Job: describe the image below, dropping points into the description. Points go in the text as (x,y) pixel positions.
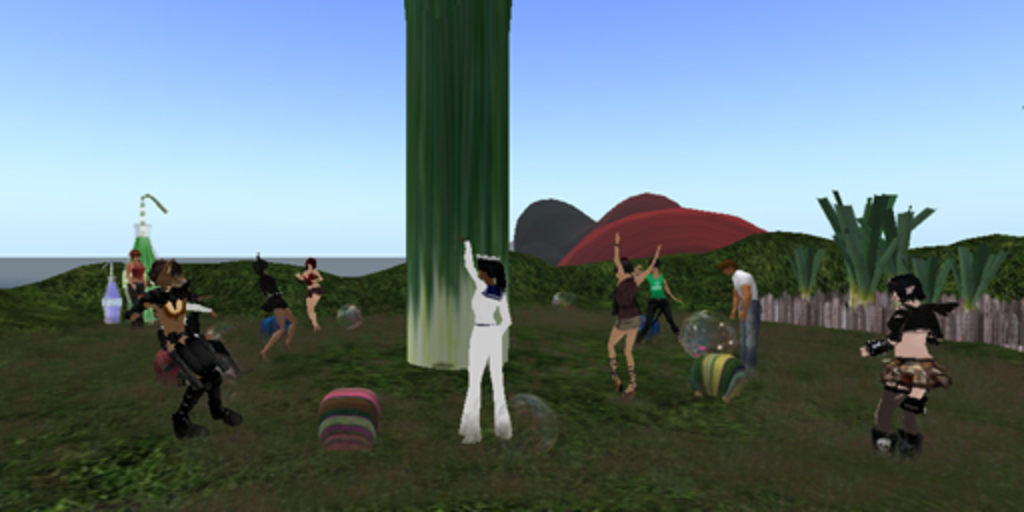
In this image we can see the animated people (656,319), many people (745,285), trees (789,285) and few objects (707,351) in the image. We can see the animated sky (562,198) in the image.
